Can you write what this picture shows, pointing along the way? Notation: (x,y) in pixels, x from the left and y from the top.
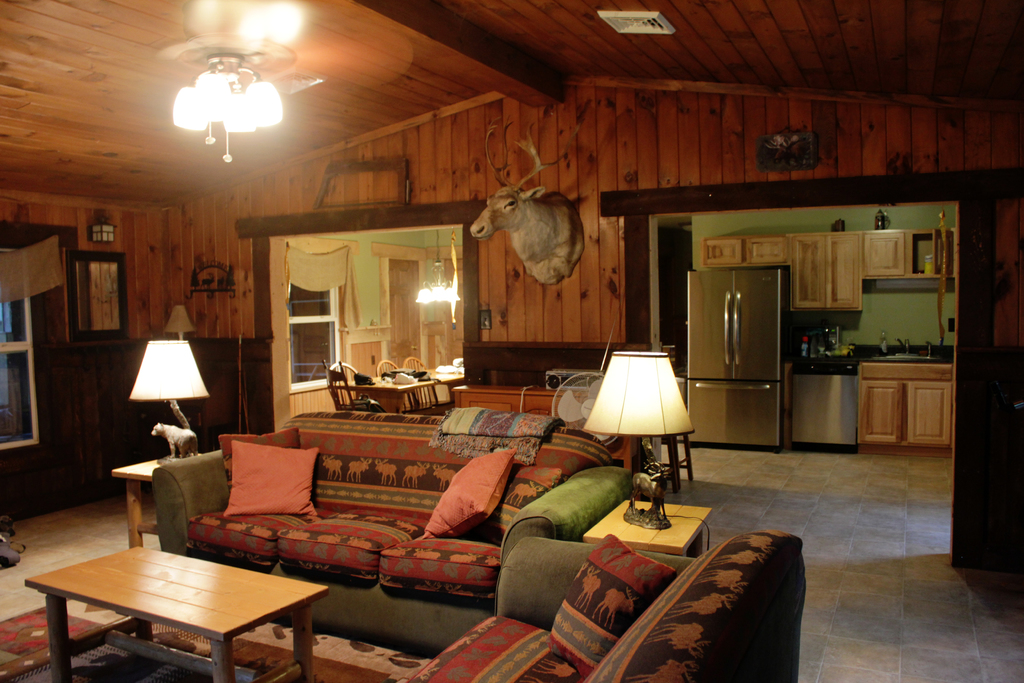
In this picture we can see the inside view of a room (28,86). This is sofa (431,562) and these are the pillows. There is a table (195,651) and these are the lamps (632,365). On the background (691,209) we can see the wall (625,285). And this is sculpture (529,203). And there is a light (189,88).
